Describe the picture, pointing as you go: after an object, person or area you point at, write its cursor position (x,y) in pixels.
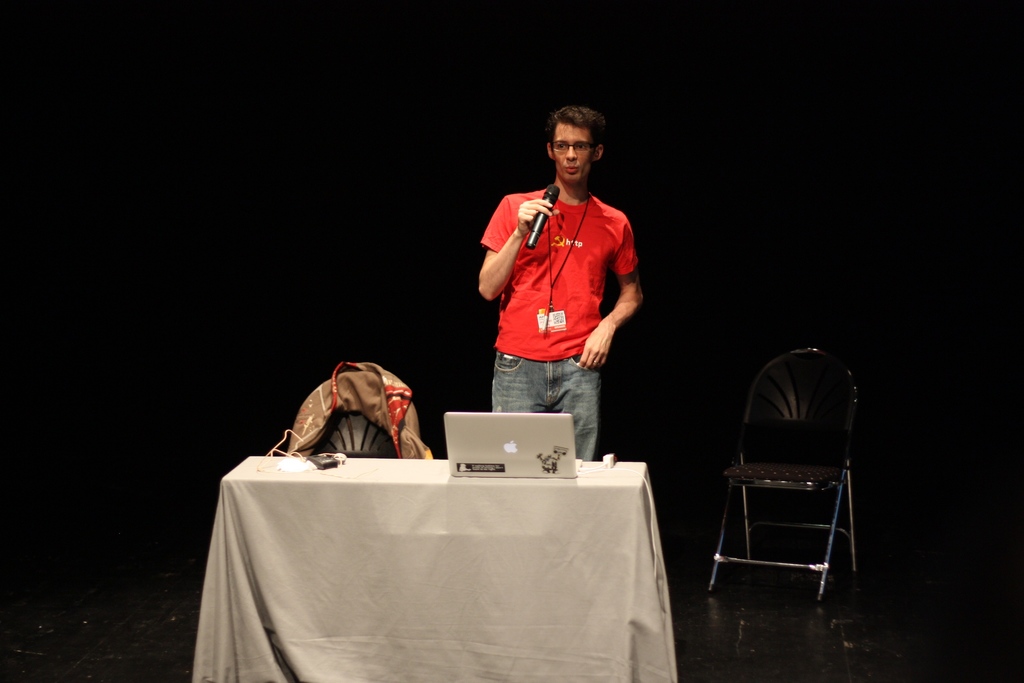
This image contains a person (604,227) standing and holding a mike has wearing a red shirt (605,206) and jeans (570,394). Beside to him there is a chair (290,441) covered with cloth (421,441). There is a table (495,677) at the middle of the picture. On it there is a laptop (502,423). At the right side (837,571) there is a chair (823,576).
